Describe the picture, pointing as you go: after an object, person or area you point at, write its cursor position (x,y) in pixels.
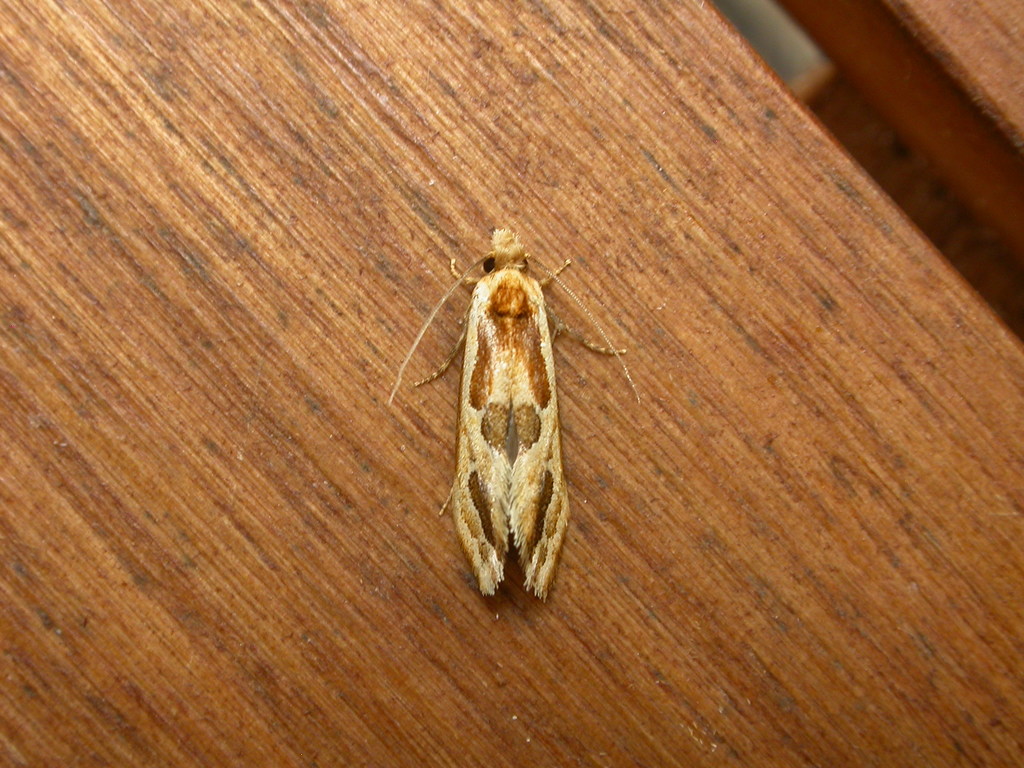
In this image, we can see a moth (517,420) on the wooden object (766,728). On the right side (1010,188) top corner, we can see some objects (877,83).
